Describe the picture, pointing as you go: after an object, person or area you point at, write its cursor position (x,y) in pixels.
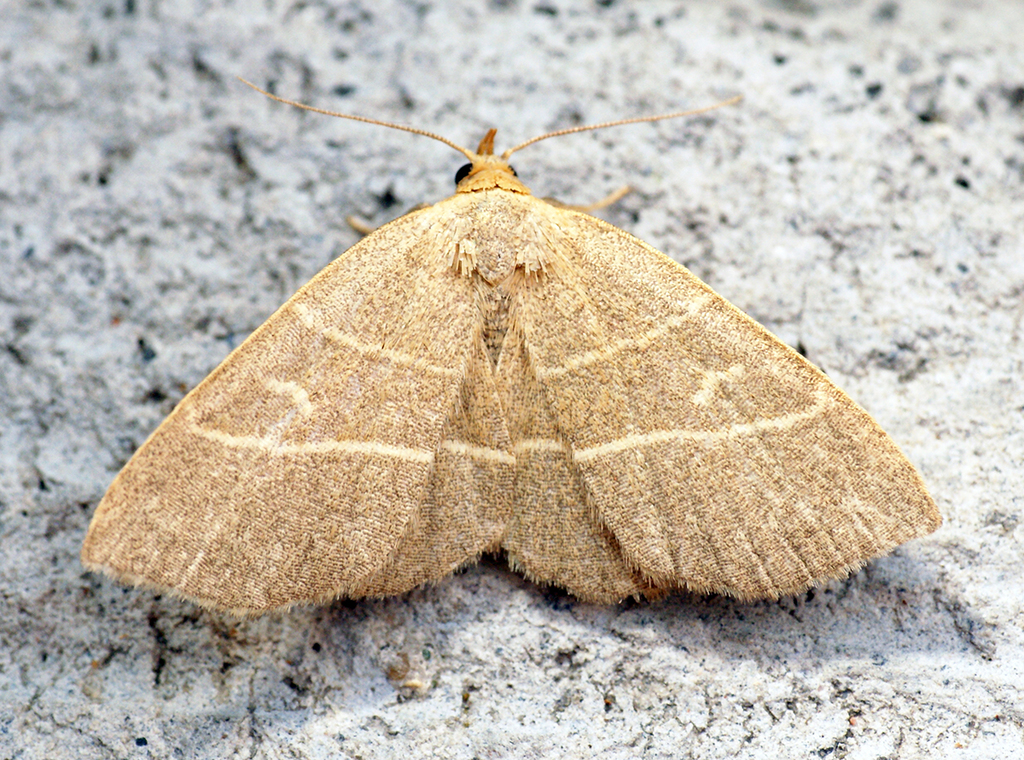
In the foreground of this image (552,529), there is an insect (528,368) having wings (457,437) opened on the ground (321,737).
